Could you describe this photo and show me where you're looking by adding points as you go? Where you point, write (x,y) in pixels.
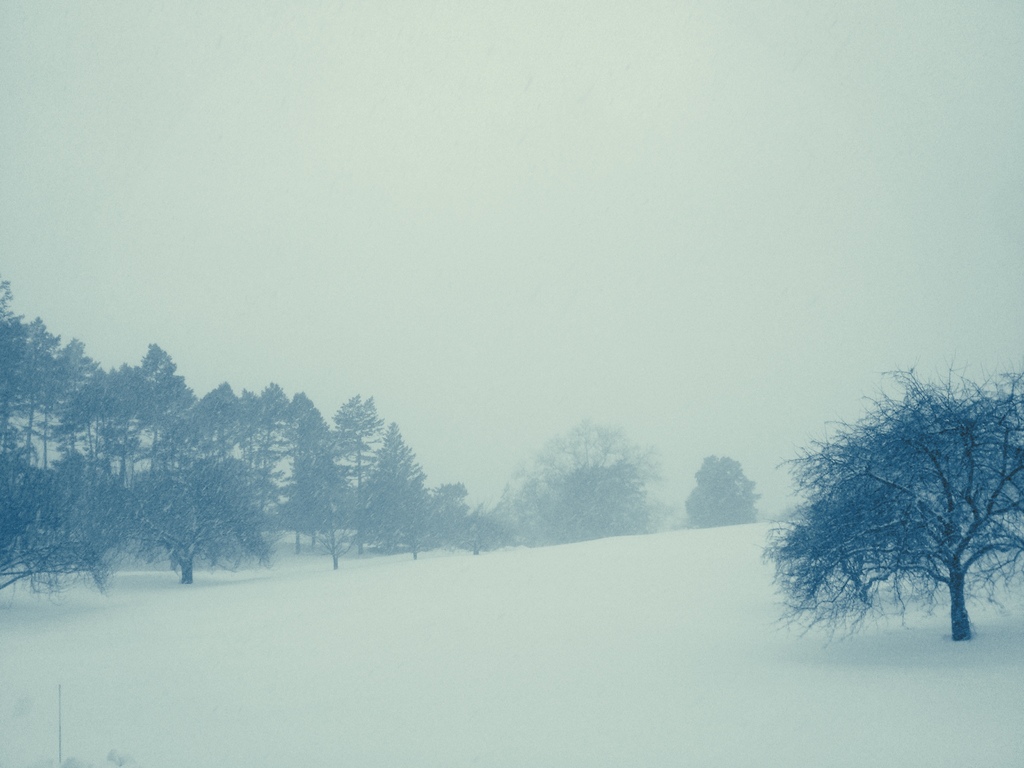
In the middle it is a snow (543,658), in the left side (213,473) there are trees (407,456). At the top (566,170) it's a sky (498,188).
